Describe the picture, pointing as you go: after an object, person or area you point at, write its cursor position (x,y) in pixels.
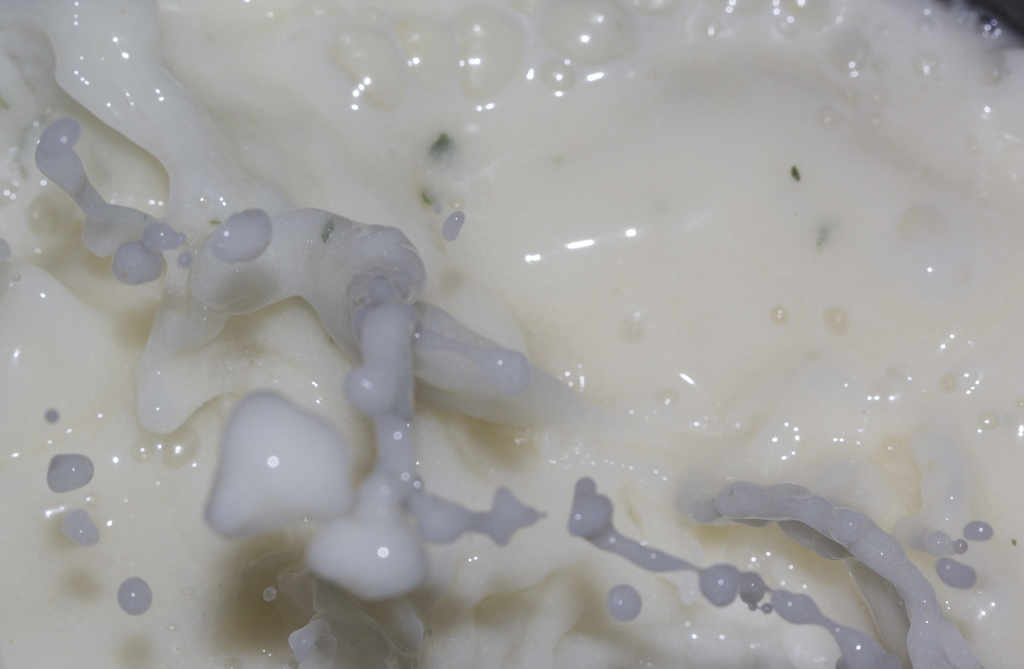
In this image I can see white colour thing (253,385) and in it I can see number of bubbles (839,39).
